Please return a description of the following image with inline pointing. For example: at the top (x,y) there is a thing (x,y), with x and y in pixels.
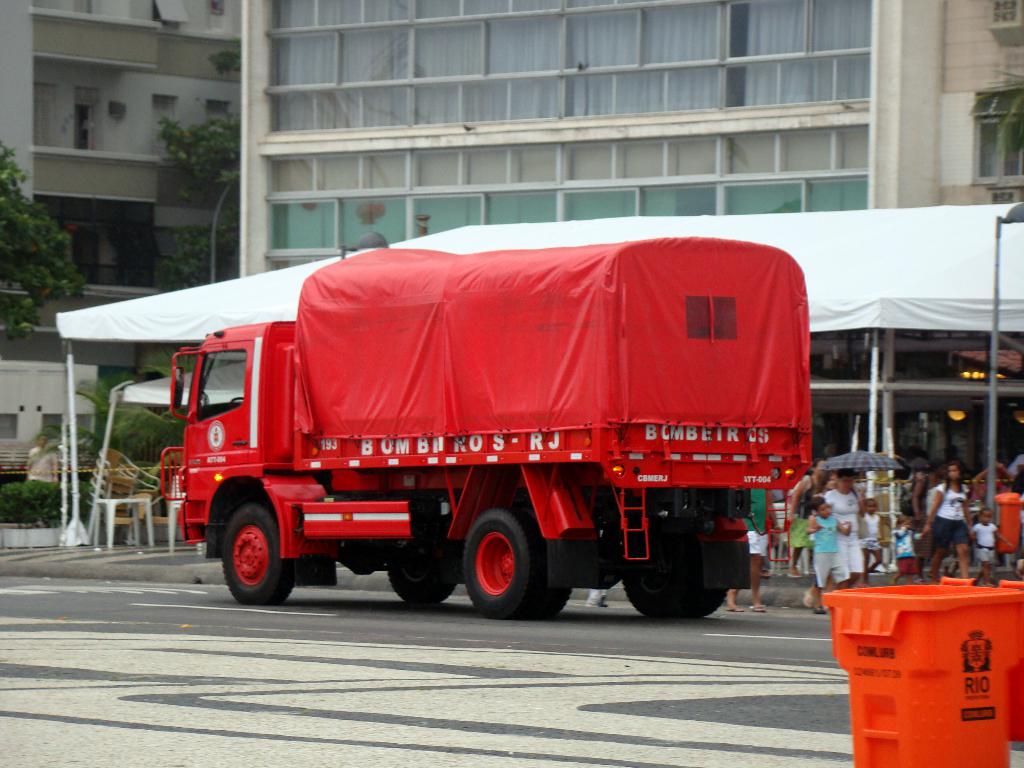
In this image there is a red colour lorry (349,465) in the middle (345,487). In the background (847,260) there is a tent (911,275) under which there are so many people (843,519) walking on the road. In the background (494,115) there is a building (309,58). On the right side (929,663) bottom there is a dustbin (955,675). There are chairs (108,490) and tables (109,508) under the tent (126,331).
